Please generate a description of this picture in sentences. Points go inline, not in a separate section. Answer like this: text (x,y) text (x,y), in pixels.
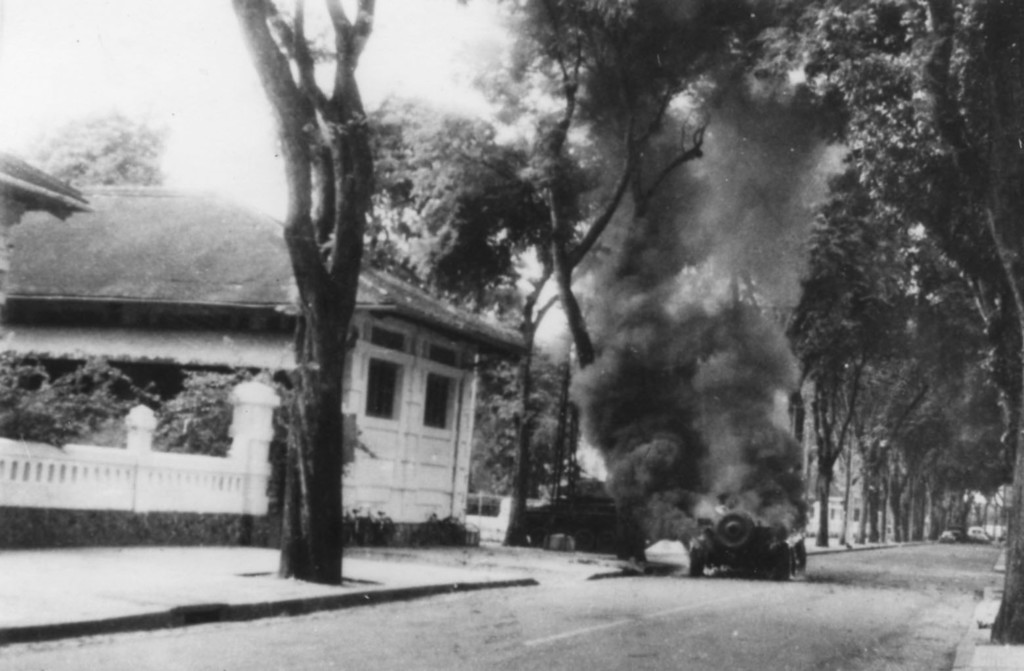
It is a black and white image, on the left side (261,353) there is a house (363,374). This is the road (812,647), in the middle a vehicle (760,510) is burning, these are the trees (976,364).
